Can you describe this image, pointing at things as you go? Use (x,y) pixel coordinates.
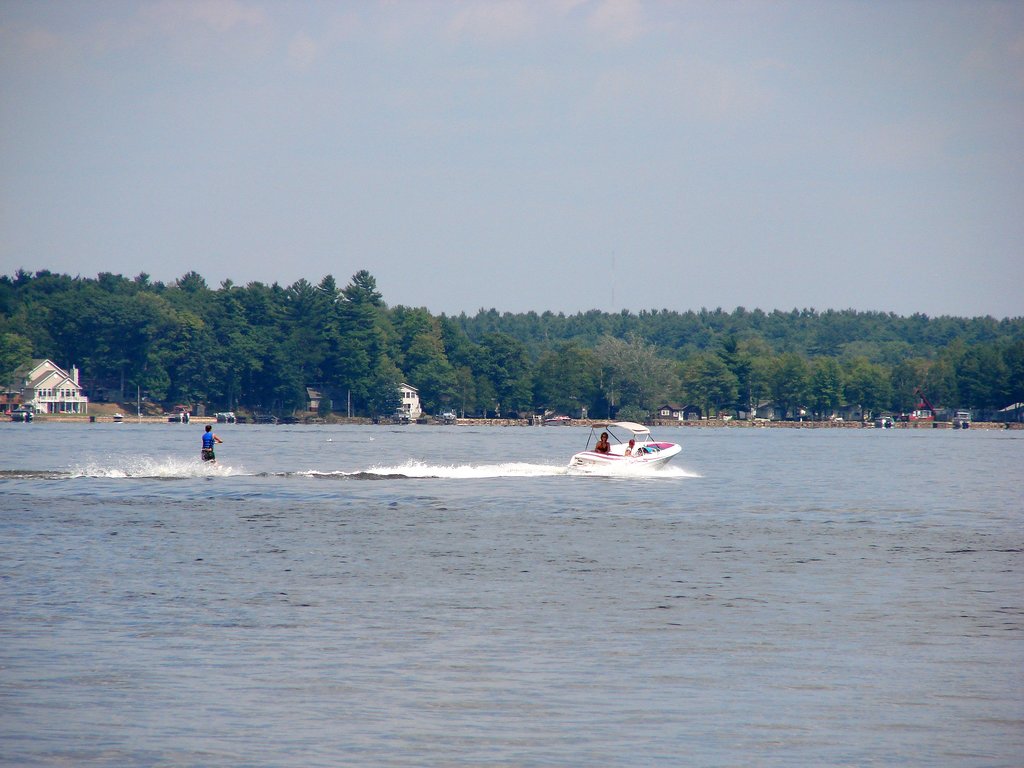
In this picture there is a white color boat (624,431) on the water (564,519). Here we can see man (213,442) who is wearing blue t-shirt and shorts (212,450). He is doing wakeboarding. In the back (919,378) we can see buildings (791,409), persons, fencing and trees (732,342). On the top (600,107) we can see sky (527,76) and clouds (618,30).
